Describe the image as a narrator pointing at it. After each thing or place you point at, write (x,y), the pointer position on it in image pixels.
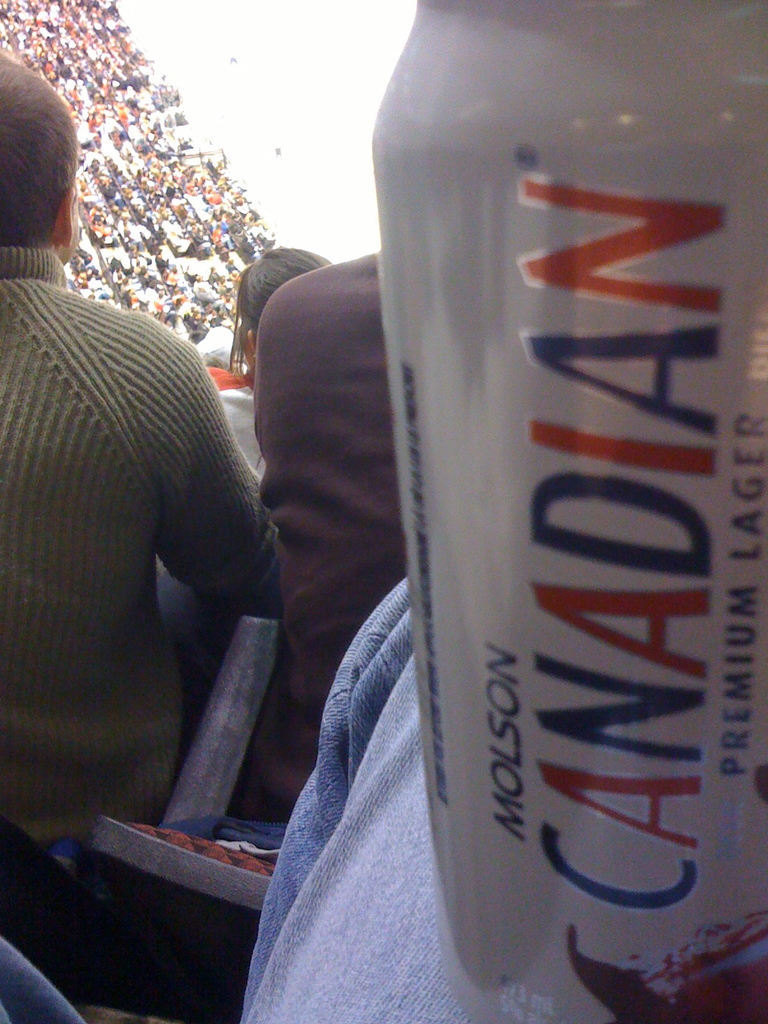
This image is taken in the stadium (206,211). On the left side of the image (161,459) a few people (215,552) are sitting on the chairs (200,963). On the right side of the image (623,797) there is a can (649,553) with a text (567,586) on it.
